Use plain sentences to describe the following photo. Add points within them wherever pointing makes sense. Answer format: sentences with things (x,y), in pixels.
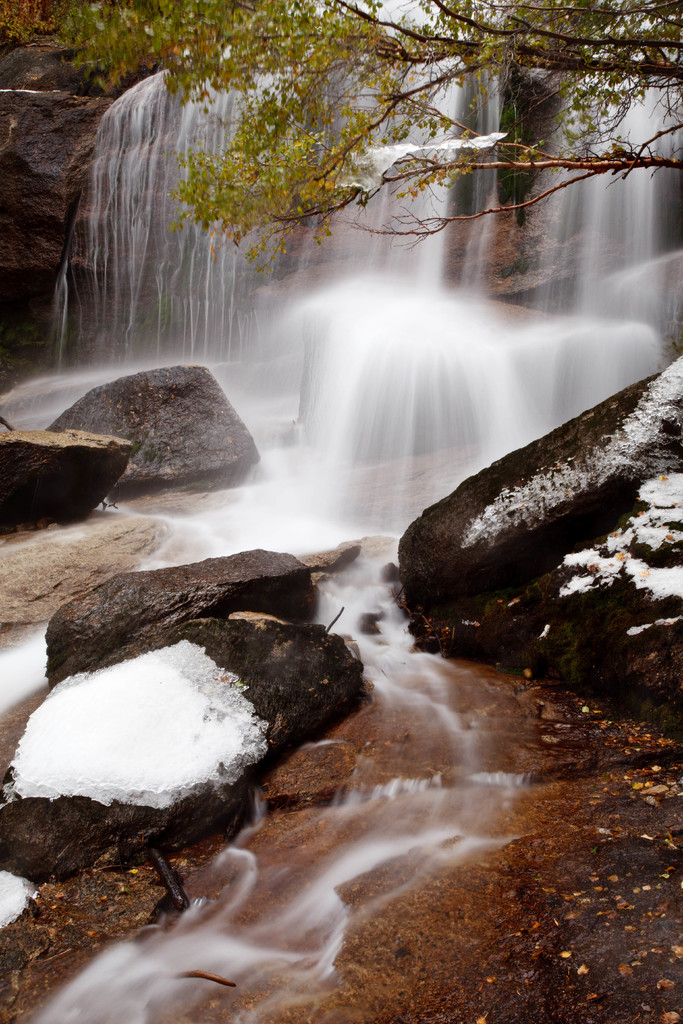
In this image we can see the waterfall (465,104). Here we can see a tree (245,10) on the top right side (569,60). Here we can see the rocks (260,582).
